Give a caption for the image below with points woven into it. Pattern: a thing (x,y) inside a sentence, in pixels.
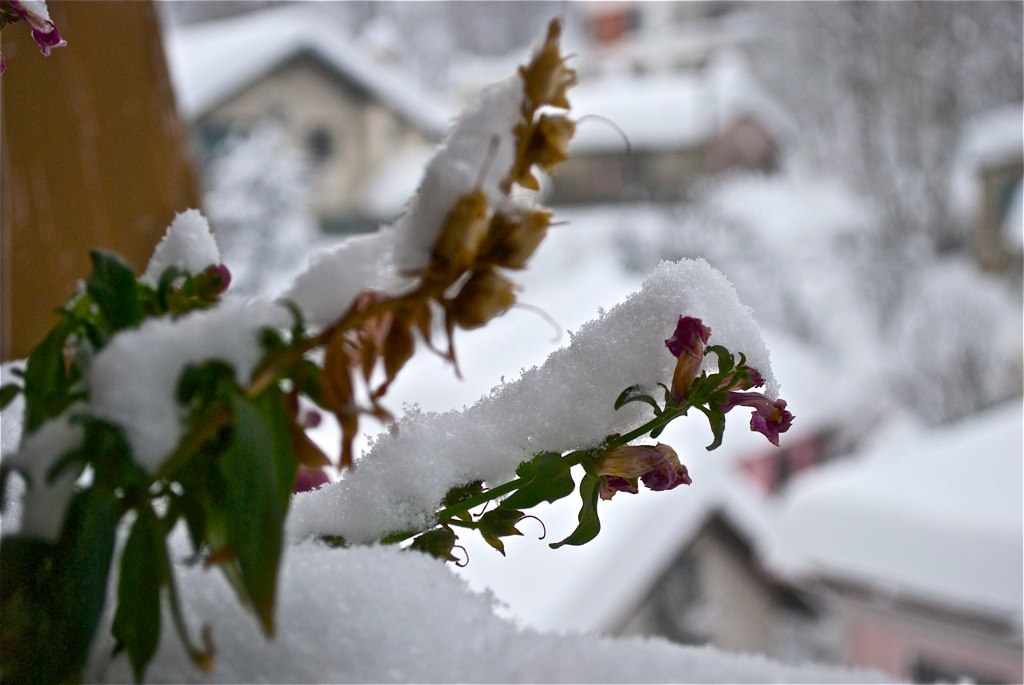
In this image there is a plant (105,557), that plant (186,450) is covered with snow (454,484) and the background (740,550) is blurred.
